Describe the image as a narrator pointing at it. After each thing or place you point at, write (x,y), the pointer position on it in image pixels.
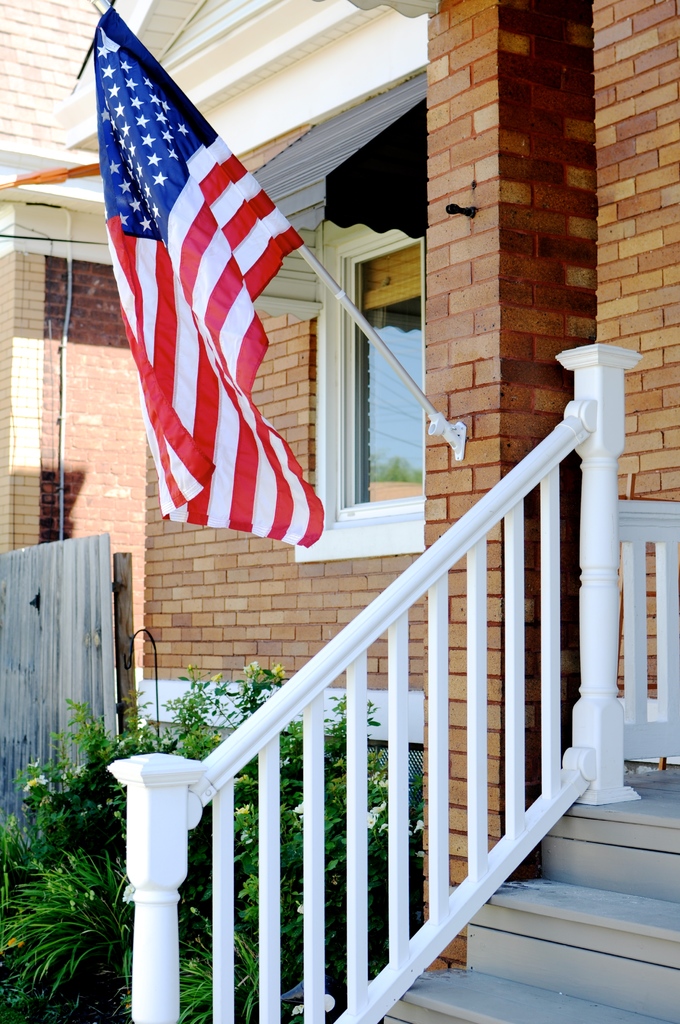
In this image, we can see a roof house (65,102). There is a flag (267,276) and window (373,378) in the middle of the image (405,462). There are steps (654,876) in the bottom right of the image (637,924). There is a handrail (231,1012) in the bottom right of the image (456,902). There are some plants (88,736) in the bottom left of the image (128,996).
